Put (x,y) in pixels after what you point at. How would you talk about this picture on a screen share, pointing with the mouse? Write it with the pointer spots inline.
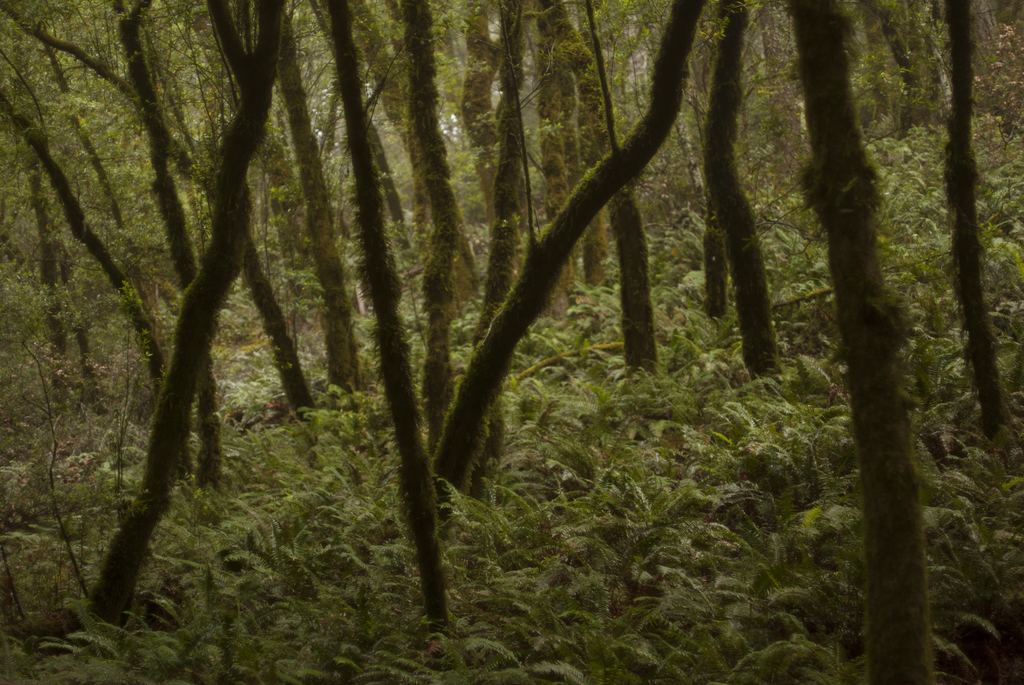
In this image, we can see trees (731,126) and plants (51,304).
